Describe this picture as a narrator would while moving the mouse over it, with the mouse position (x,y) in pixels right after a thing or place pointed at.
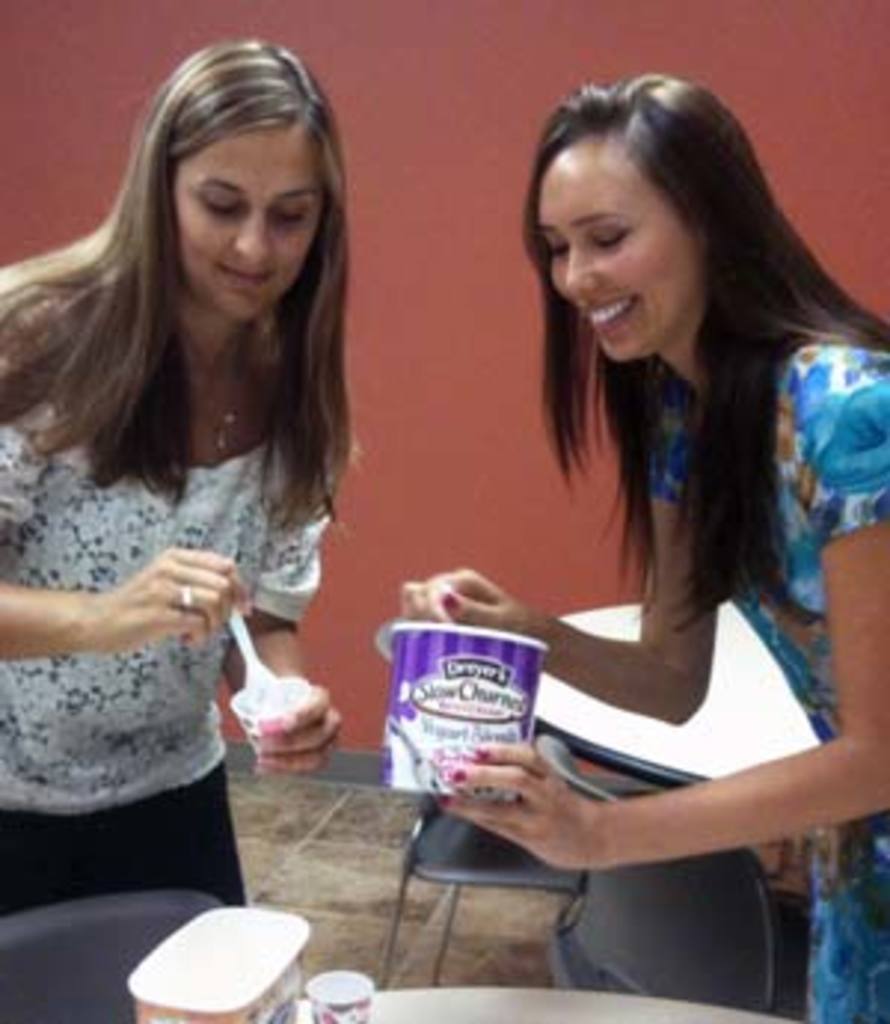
In this image we can see two women (616,651) standing on the floor (394,811) holding the cups (449,762) and spoons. We can also see some chairs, a table (599,730) and a wall (510,433). On the bottom of the image (246,968) we can see some objects (235,970) placed on a table (525,1020).
